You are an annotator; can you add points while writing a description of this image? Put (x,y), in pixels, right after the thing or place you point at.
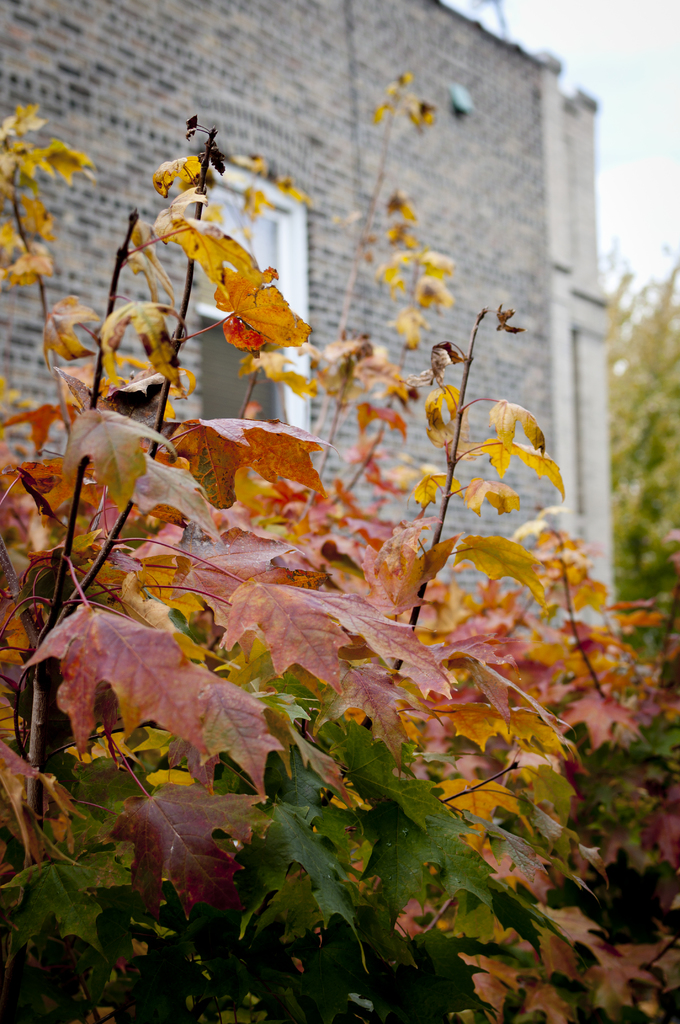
In this image in the front (272,495) there are plants (335,574). In the background (280,124) there is a wall (171,102) and there is a tree (633,443).
